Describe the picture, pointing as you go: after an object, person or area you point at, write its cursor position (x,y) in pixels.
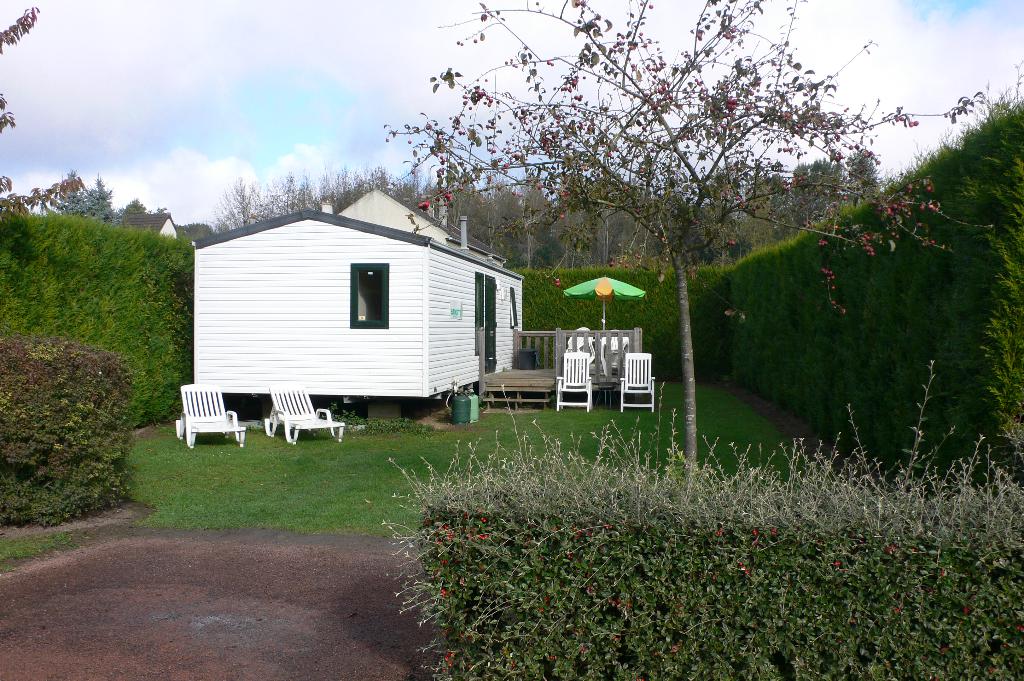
This is grass (420,469). Here we can see chairs (634,384), cylinders (471,415), plants (797,599), and trees (577,266). This is an umbrella (623,284) and there are houses (414,377). In the background (202,50) we can see sky (420,12) with clouds (260,166).
